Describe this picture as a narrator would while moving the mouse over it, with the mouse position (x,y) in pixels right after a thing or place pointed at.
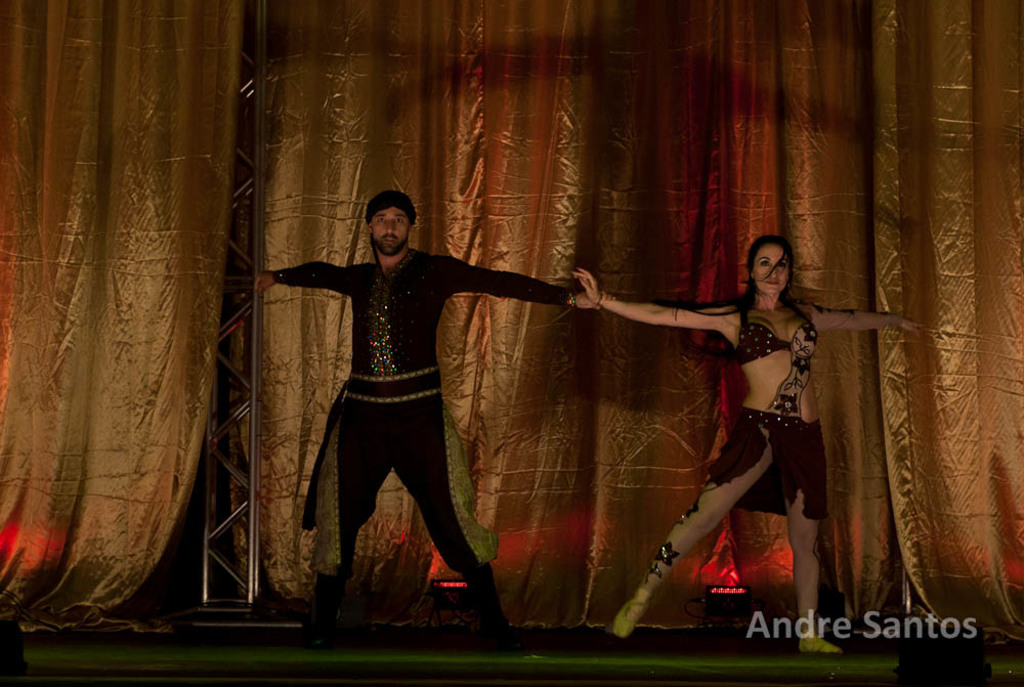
In this image there is a man (401,316) and a woman (754,347) dancing on the floor (542,633). Behind them there are lights (726,588) on the floor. In the background (297,119) there is a curtain (594,127). In the bottom right (876,627) there is text (890,627) on the image.
